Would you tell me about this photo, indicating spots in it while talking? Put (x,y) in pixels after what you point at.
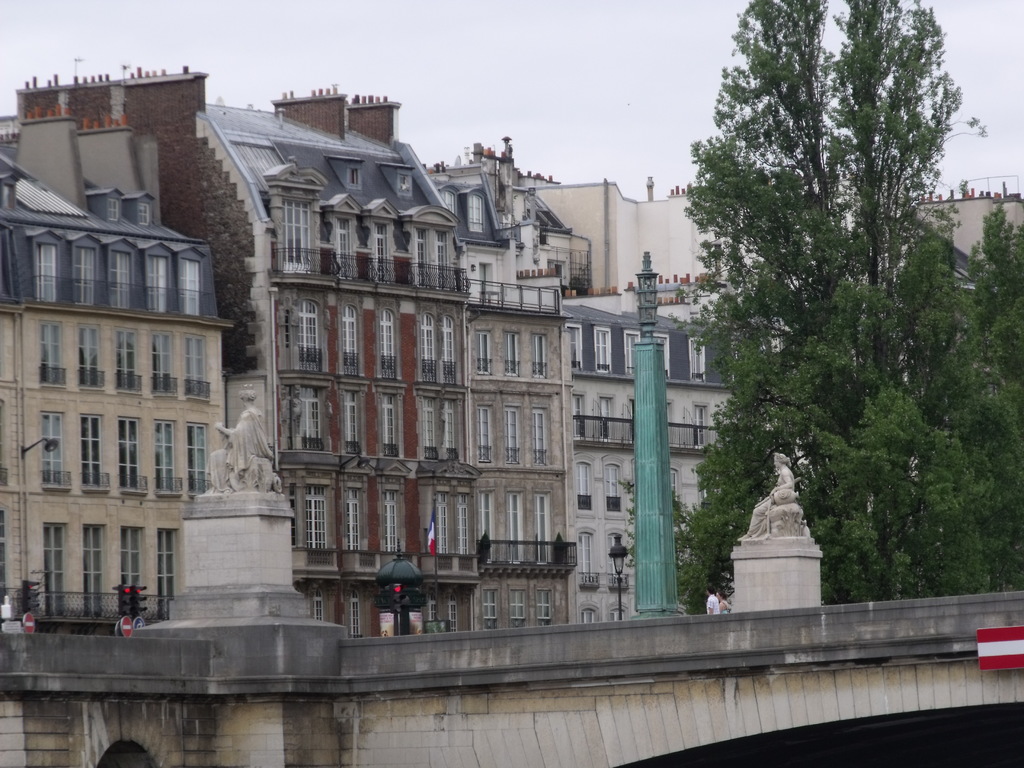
In this image we can see buildings (625,330), pillar (654,582), street lights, statues (223,472), trees (825,395), bridge (21,679), traffic signals (144,596), persons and sky (573,87).
